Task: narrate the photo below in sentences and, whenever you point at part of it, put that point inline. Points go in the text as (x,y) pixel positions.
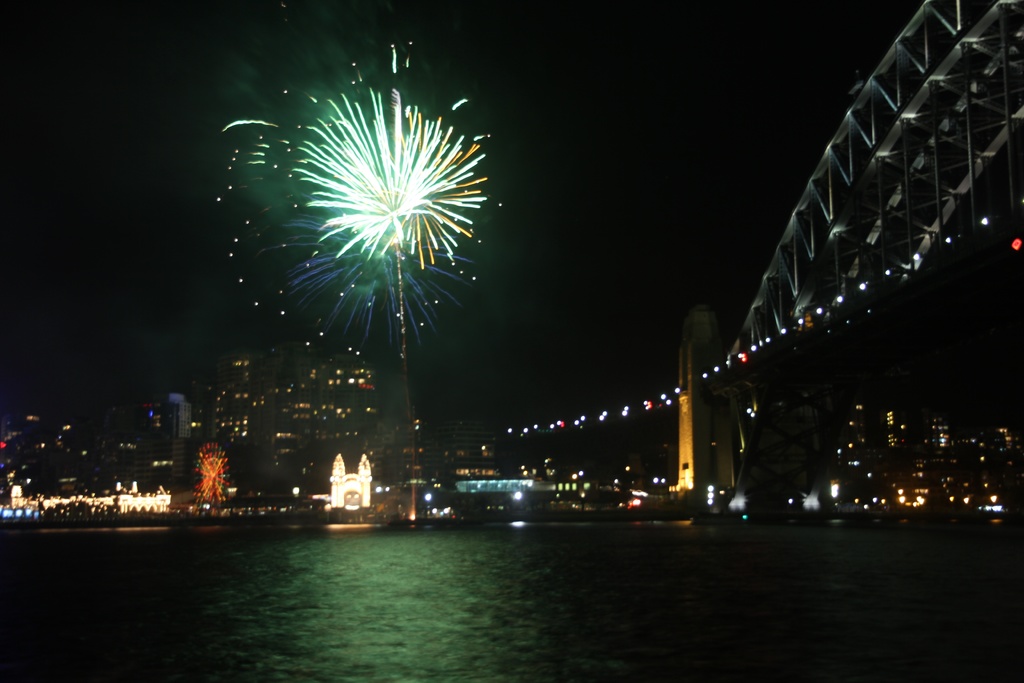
In this image there is a river (65,547), in the background (301,491) there are building houses (288,452), lights (1006,438) and it is dark.
